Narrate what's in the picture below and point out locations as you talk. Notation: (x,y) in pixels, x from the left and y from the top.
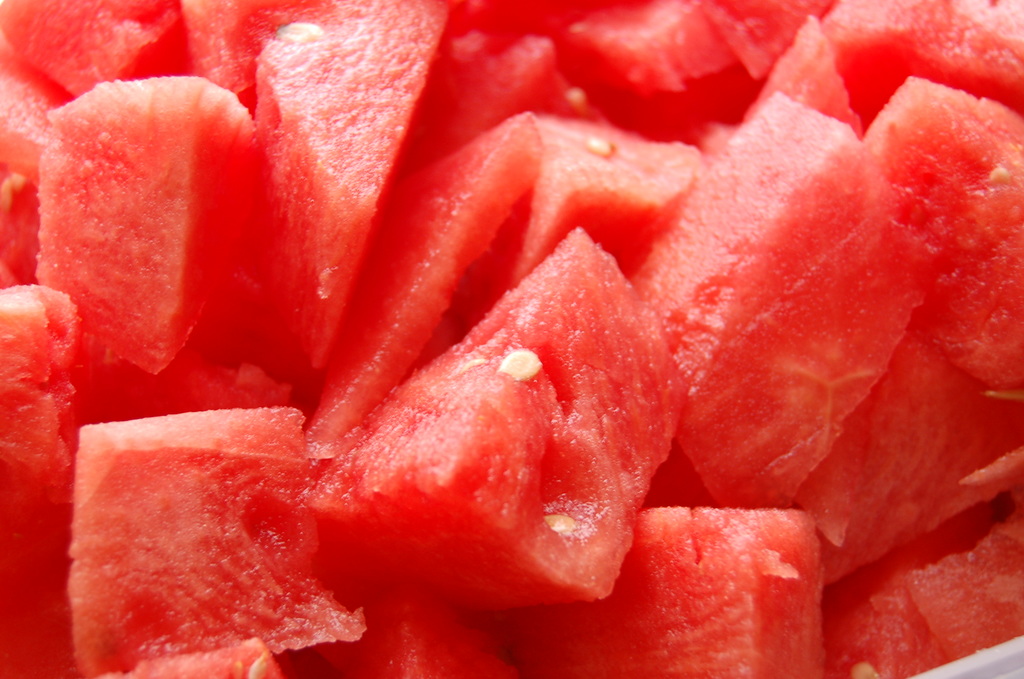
In this image there are a few watermelon slices (521,274).
